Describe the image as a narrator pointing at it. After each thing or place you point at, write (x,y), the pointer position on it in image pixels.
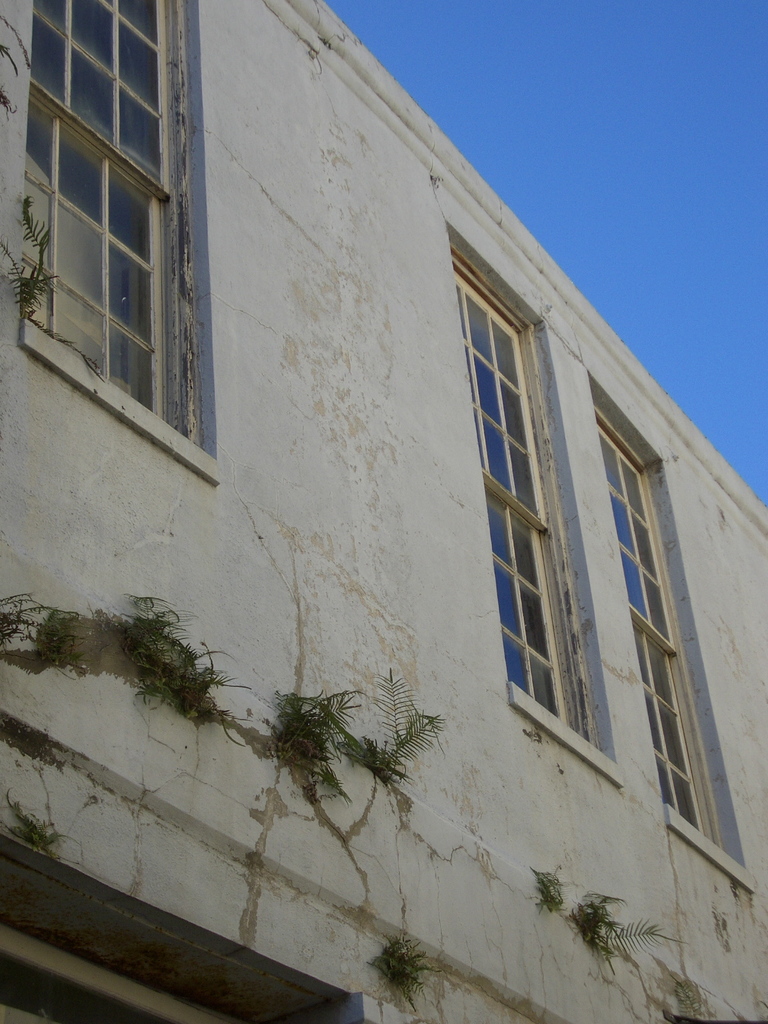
There is a building (207,510) with windows (24,320). On the building (113,639) there are some plants (23,278). In the background (624,147) there is sky (624,242).
